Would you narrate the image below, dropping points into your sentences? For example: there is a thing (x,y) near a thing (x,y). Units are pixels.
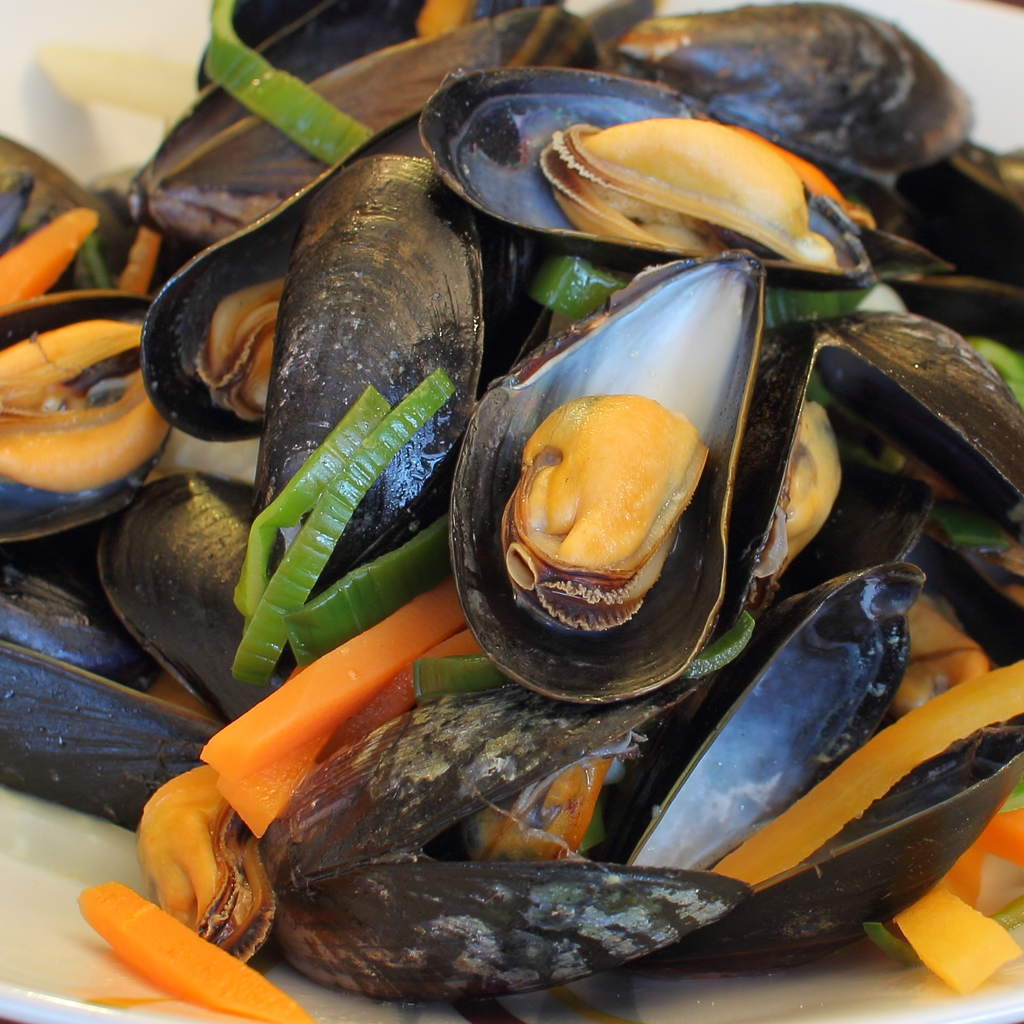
In the middle of this image (362,631), there are shells (827,111) and vegetables pieces (9,263) arranged on a surface (754,995). And the background (893,7) is white in color.
